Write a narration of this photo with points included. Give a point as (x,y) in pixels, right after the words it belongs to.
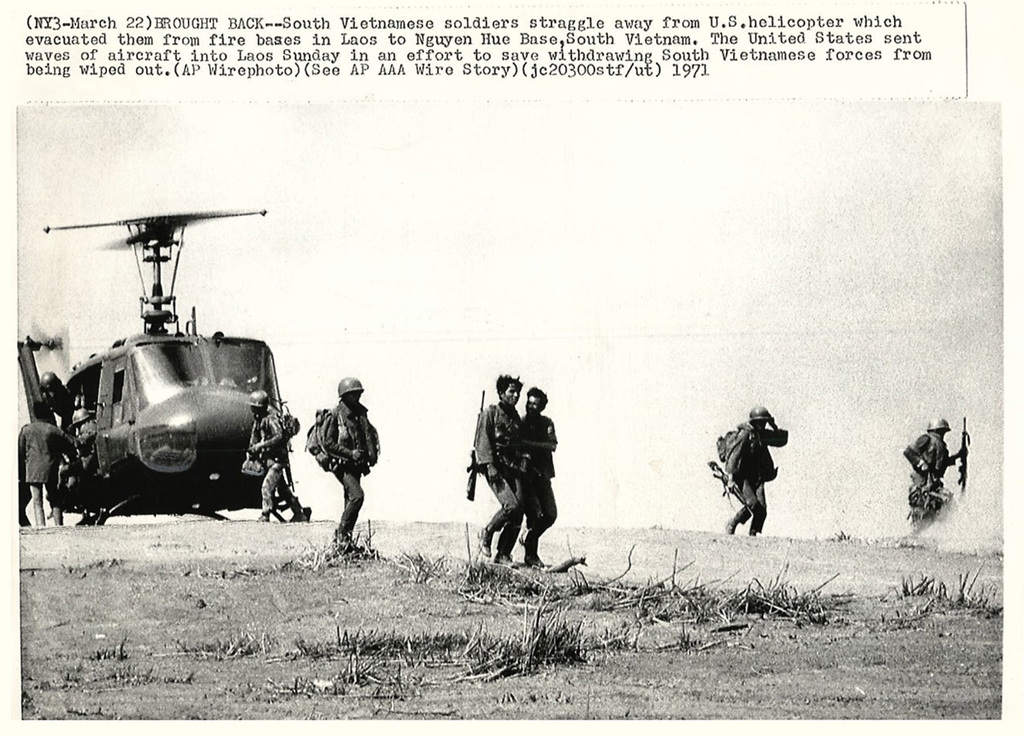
In this picture, it looks like a paper (784,687) with an image. In the image, we can see people (347,477), a helicopter (129,416) and grass (479,598). At the top of the picture (355,54), it is written something.
